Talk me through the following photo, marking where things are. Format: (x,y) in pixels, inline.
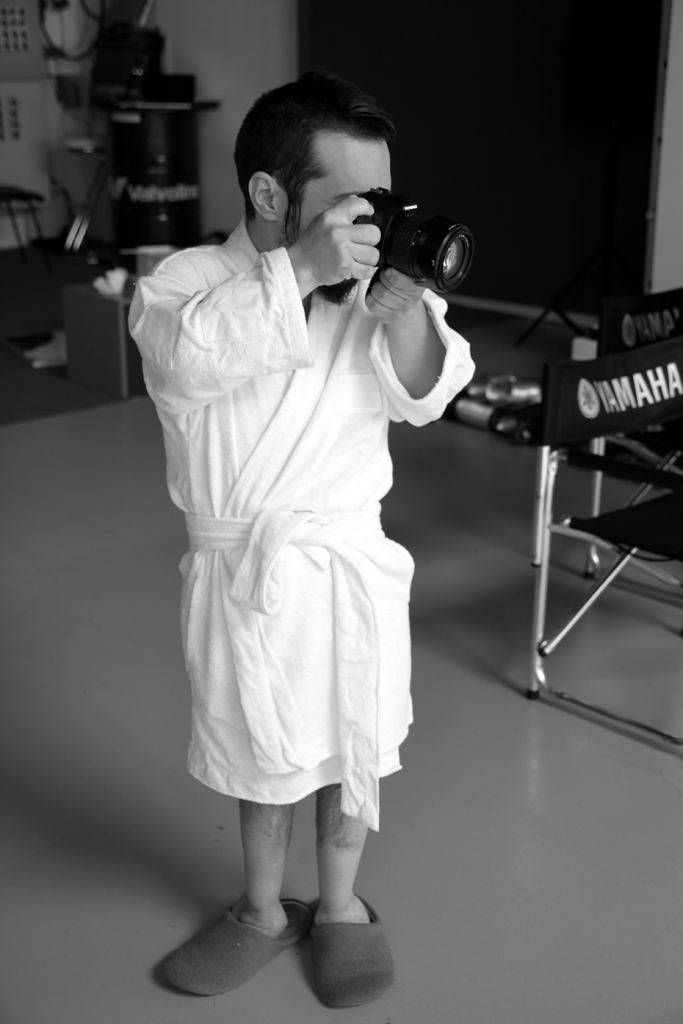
This image consists of a man (287,551) wearing a white dress (214,552) and holding a camera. At the bottom (472,933), there is a floor (579,1004). In the background (79,330), there are many things (124,132) kept. And we can see a wall (212,122) along with a stand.
